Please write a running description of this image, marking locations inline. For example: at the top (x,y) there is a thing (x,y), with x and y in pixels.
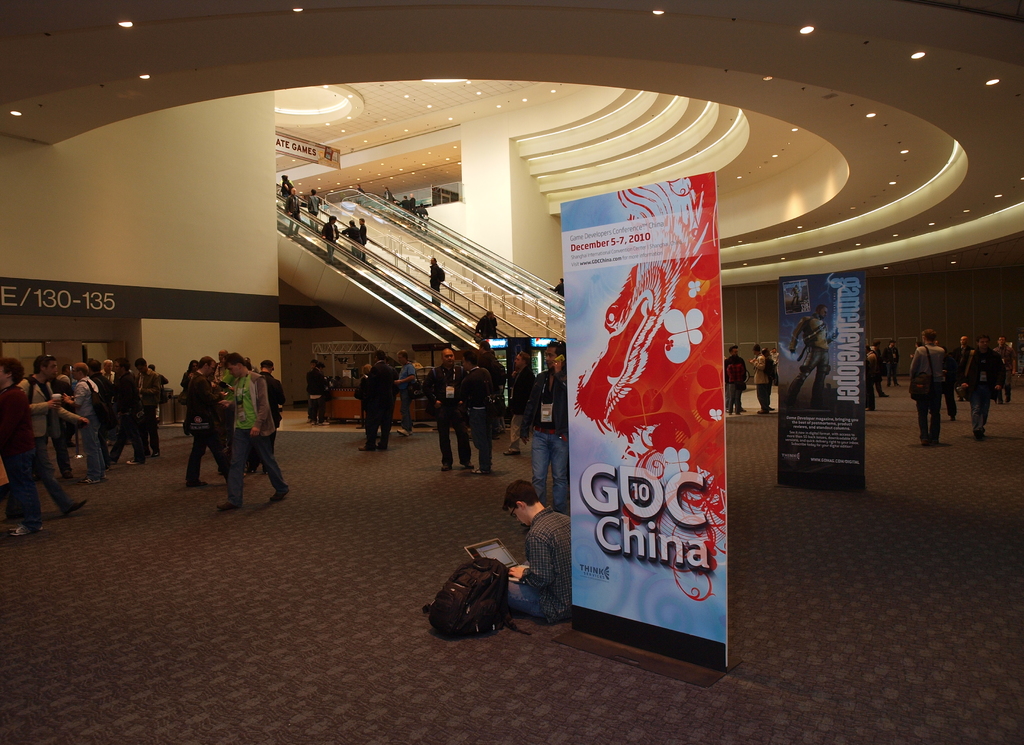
In this image there is a flex (625,486) in the middle (660,481). At the bottom (550,560) there is a person (553,577) working with the laptop (506,564) by sitting on the floor (512,659). In the middle (358,269) there is an escalator (485,263). At the top (432,152) there is ceiling (420,105) with the lights (347,118). There are so many people (85,401) who are standing on the floor (209,595) by talking with each other. While some people (250,448) are walking on the floor (264,489). On the right side (807,404) there is another flex (829,408) on the floor (849,534). On the left side (70,296) there is some text (70,296) on the wall (98,259).
